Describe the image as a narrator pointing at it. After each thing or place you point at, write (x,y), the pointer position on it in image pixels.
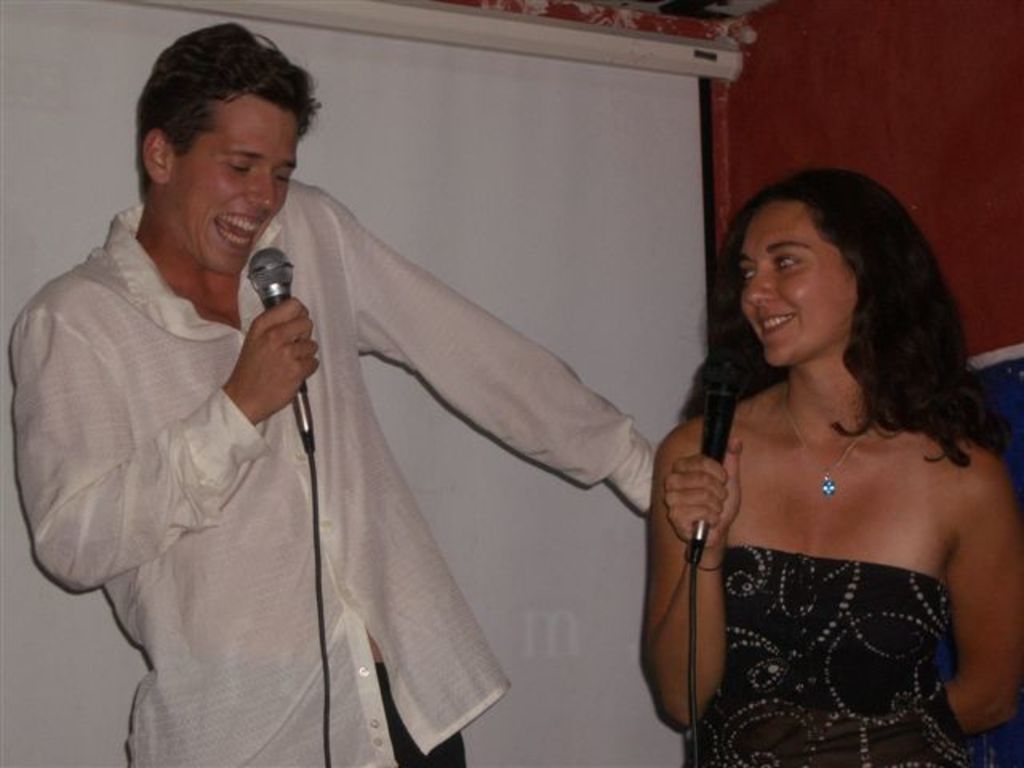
In this image i can see a man (231,226) standing smiling and holding a micro phone (255,281), he is wearing a white shirt (224,436) at right (933,608) there is a woman (951,583) standing smiling and holding a micro phone (722,427) wearing a black dress (817,668) at the background (527,167) i can see a white screen (564,235) and a brown wall (861,87).
